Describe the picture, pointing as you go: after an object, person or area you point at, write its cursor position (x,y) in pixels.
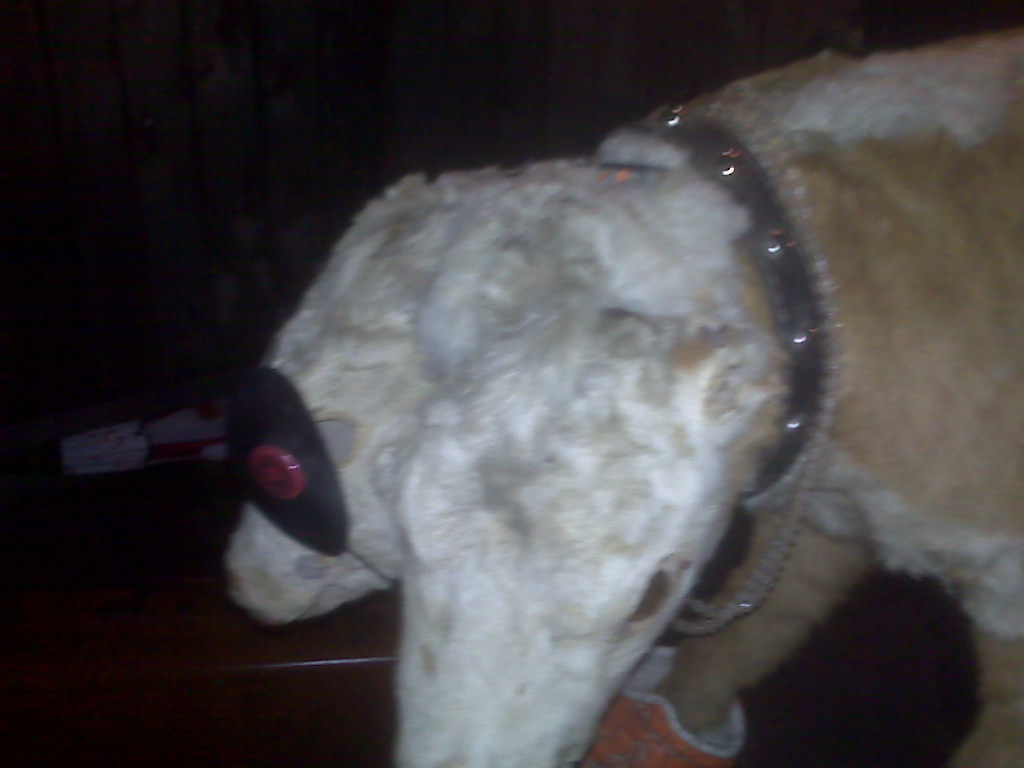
In this picture I can see two stuffed toys (578,287) which are on the floor (760,740). At the top (319,93) I can see the darkness.
